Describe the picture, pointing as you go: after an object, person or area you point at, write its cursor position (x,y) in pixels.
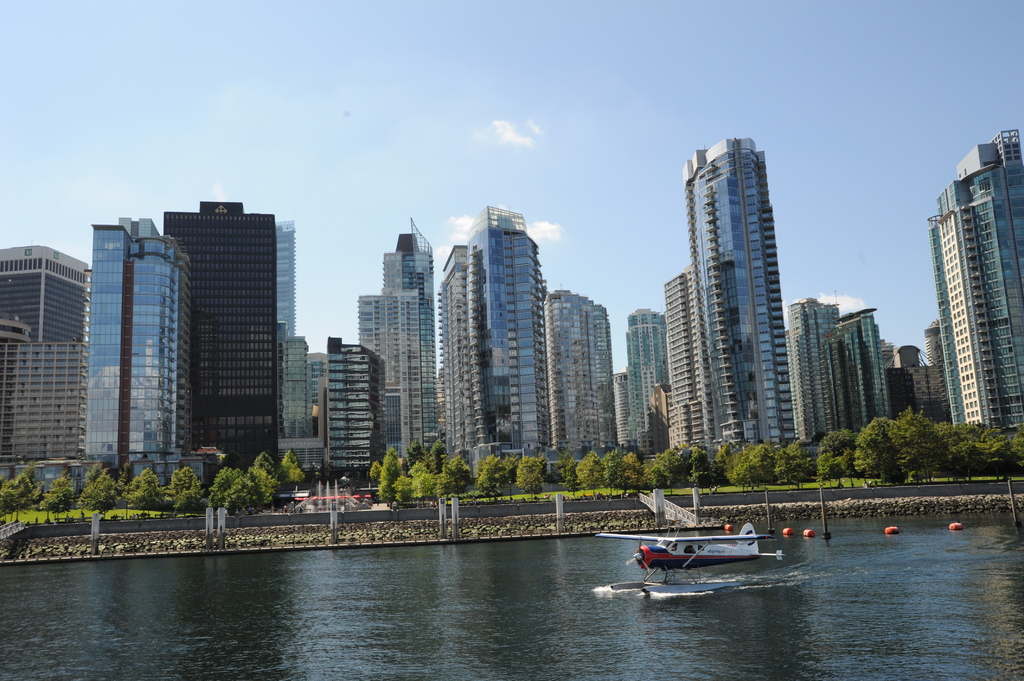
In this image in front (707,536) there is a seaplane (684,563) in the water (794,567). At the center of the image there is a bridge (666,502). In the background (302,473) there are trees (184,478), buildings (520,329) and sky (496,83).
